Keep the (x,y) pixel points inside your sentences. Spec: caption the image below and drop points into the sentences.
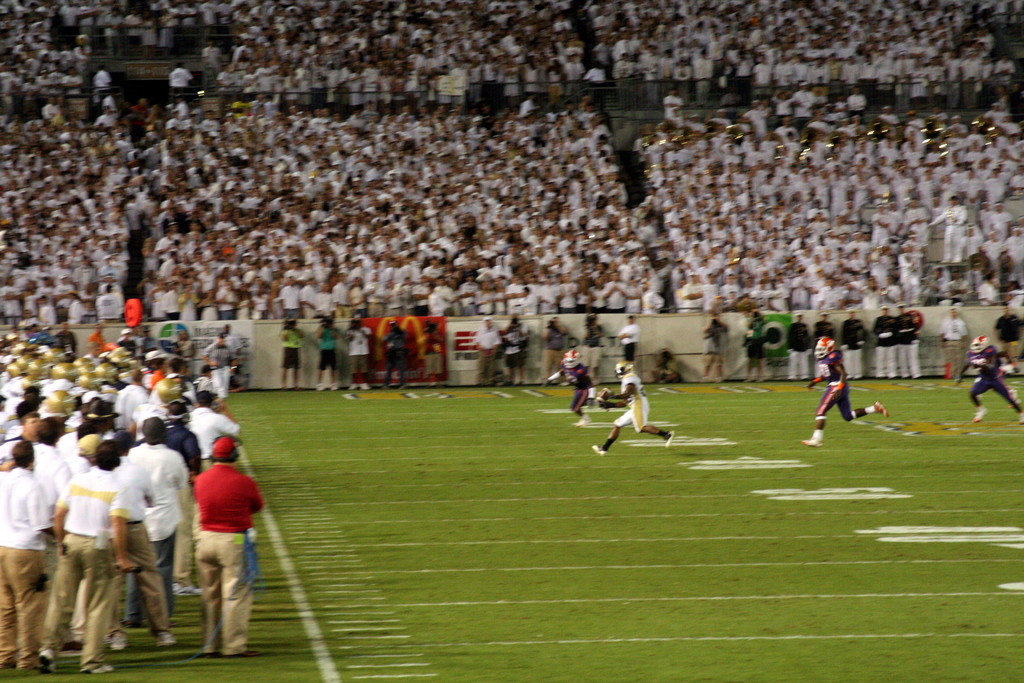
In this image we can see group of people (578,384) standing on the ground (298,425). In the background (357,351) we can see several camera man (289,360) and the audience (732,179).
